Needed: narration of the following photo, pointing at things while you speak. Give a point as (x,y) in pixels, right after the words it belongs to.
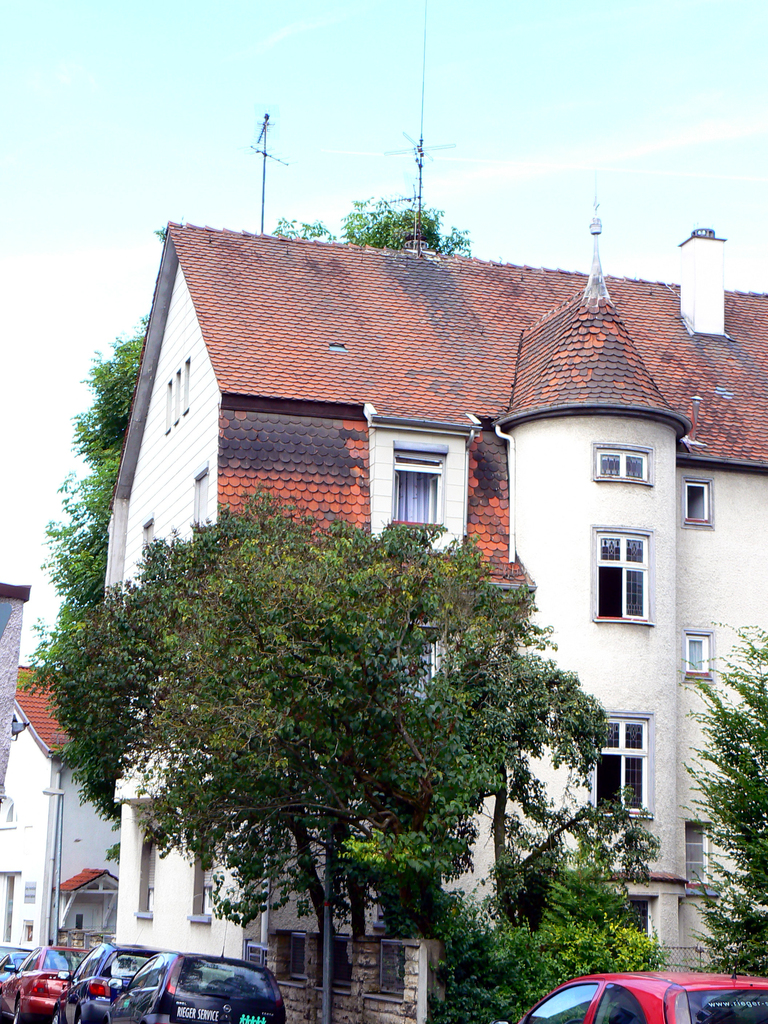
This picture shows couple of buildings (24,736) and we see trees (225,623) and few cars (127,961) parked and a blue cloudy sky (286,99).
